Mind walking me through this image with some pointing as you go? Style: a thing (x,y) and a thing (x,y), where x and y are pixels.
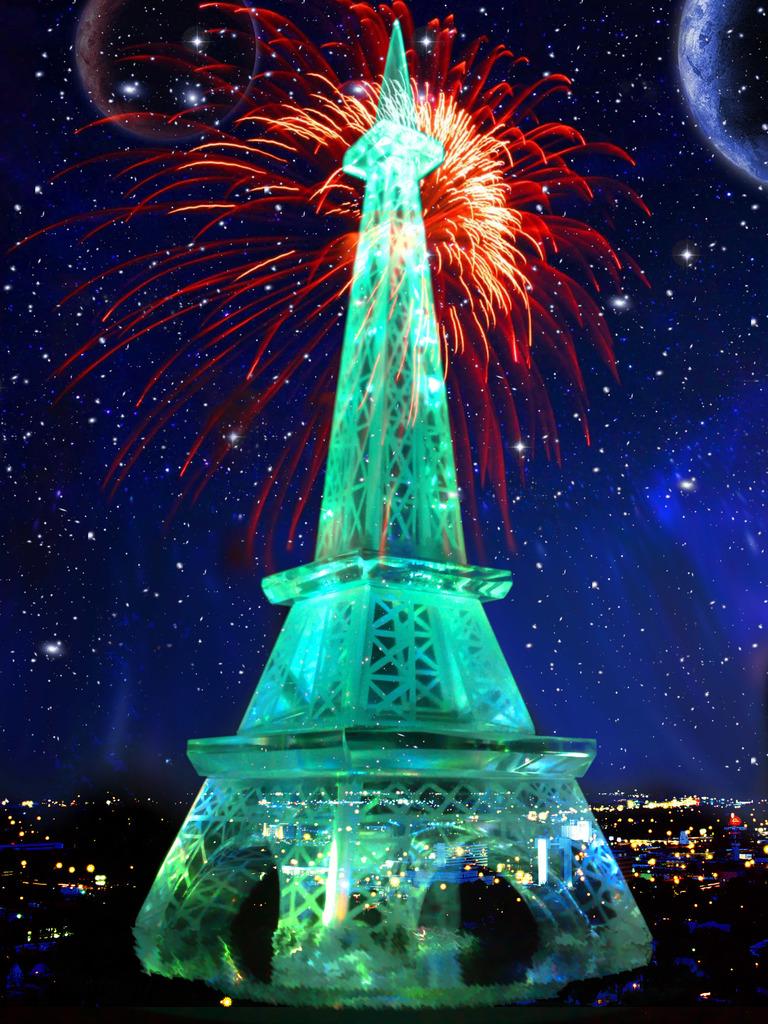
In this picture we can see a tower (371,256) and in the background (13,854) we can see lights (606,795), sky (64,601).
